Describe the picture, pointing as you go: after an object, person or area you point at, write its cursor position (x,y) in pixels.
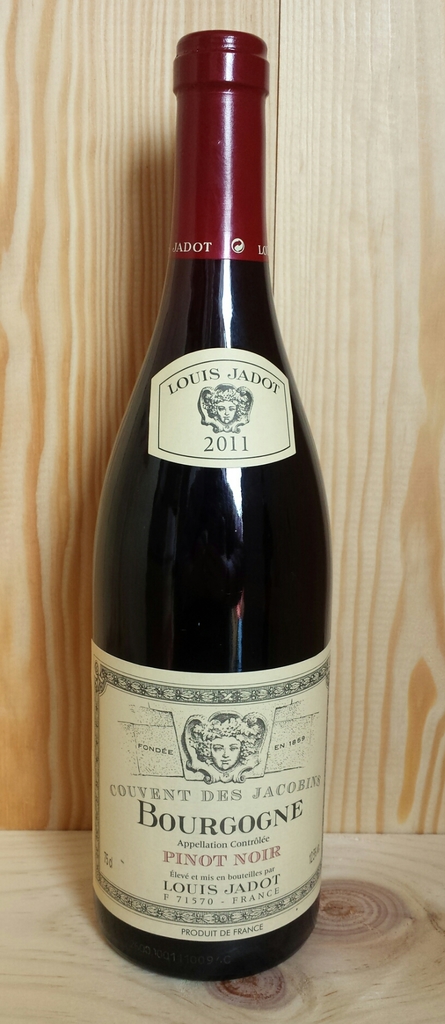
There is a wine bottle (202,610) which has something written on it.
